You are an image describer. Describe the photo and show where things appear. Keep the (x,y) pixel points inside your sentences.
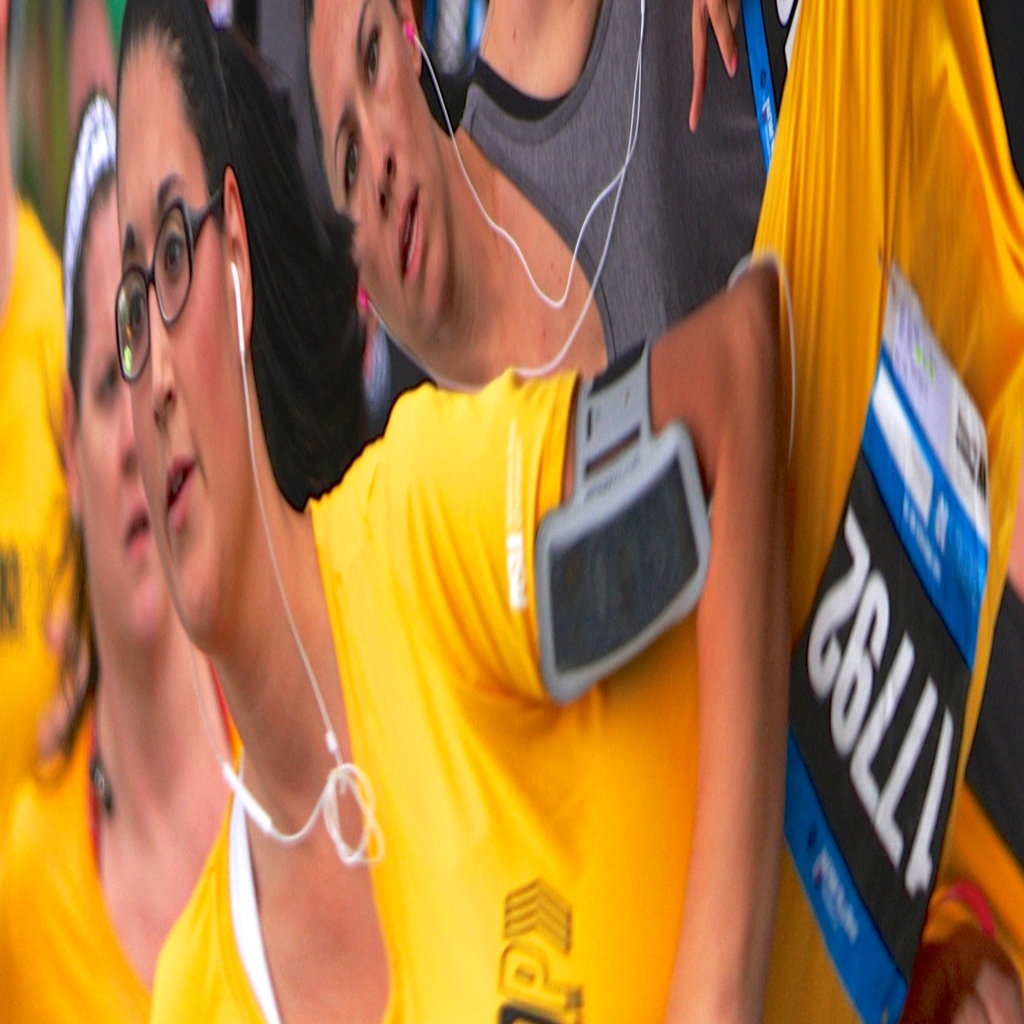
In this image we can see few persons (652,403) and among them two persons (299,415) are having headsets (253,460) to their ears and there is a device (656,540) on a person's hand (723,590).
